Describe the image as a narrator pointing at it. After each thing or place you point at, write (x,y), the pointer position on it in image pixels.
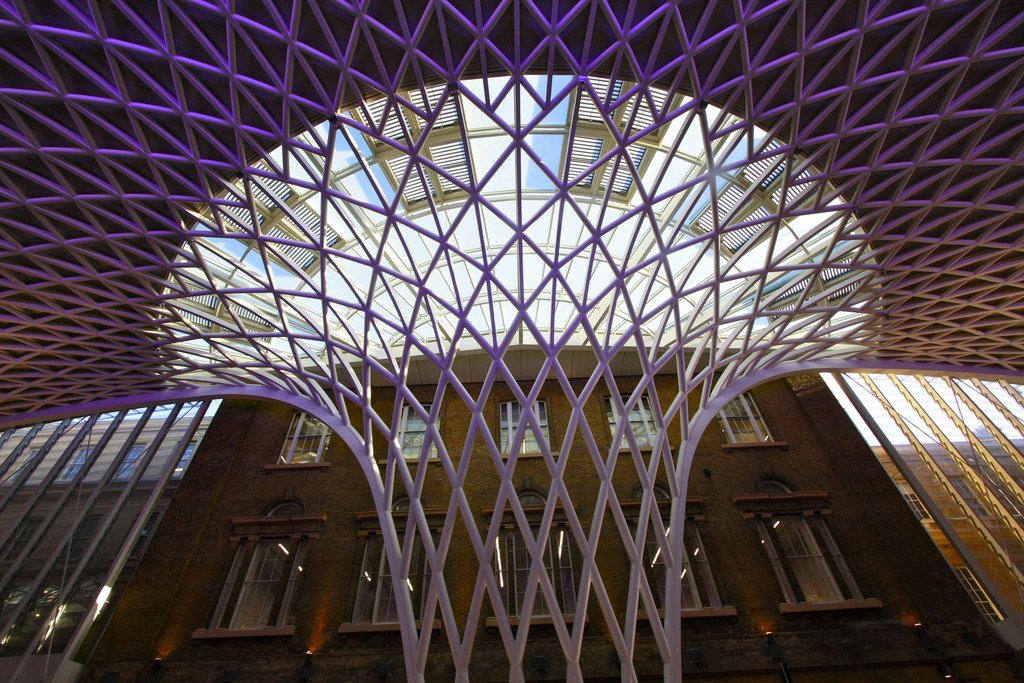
In this image I can see a huge structure (600,503) which is made up of metal rods (449,375) and a building (310,579) which is brown in color. I can see few windows (233,631) of the building (456,545) and the structure (678,515) through which I can see the sky (488,222).
